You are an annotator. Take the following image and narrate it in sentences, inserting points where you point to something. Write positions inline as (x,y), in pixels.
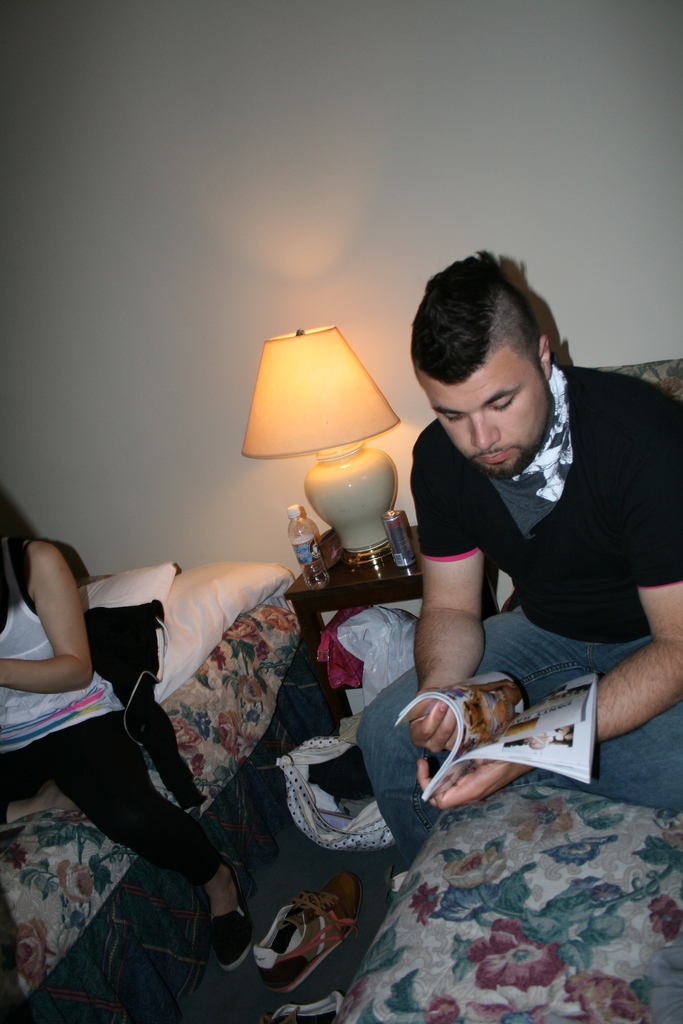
In the background (315,222) we can see a wall (590,177). Here we can see a table (374,598) and on the table (389,580) we can see a table lamp (334,510), bottle (305,551) and another object (408,545). We can see a man (548,458) and a woman (79,707) sitting on the beds (573,841) separately. This man (562,778) is holding a magazine (519,754) in his hands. We can see footwear (305,961) and a bag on the floor (368,881).
